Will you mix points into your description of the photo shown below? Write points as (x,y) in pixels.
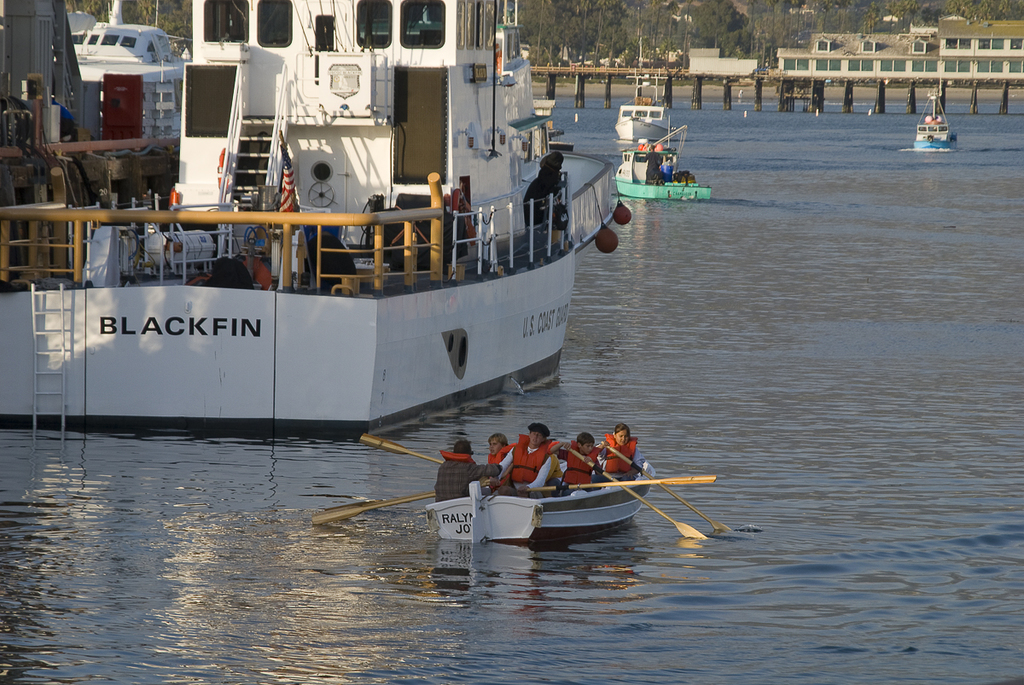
At the bottom of the picture (372,627), we see water (625,605) and this water (625,605) might be in the river (773,560). In the middle (533,453), we see five people (519,453) are riding the boat (598,520). On the left side (64,264), we see the ship (330,280) sailing on the water (331,436). In the middle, we see the boats (653,118) sailing on the water (810,138). Behind that, we see a bridge (758,98). There are buildings (731,64), trees (692,36) and poles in the background (672,16).
